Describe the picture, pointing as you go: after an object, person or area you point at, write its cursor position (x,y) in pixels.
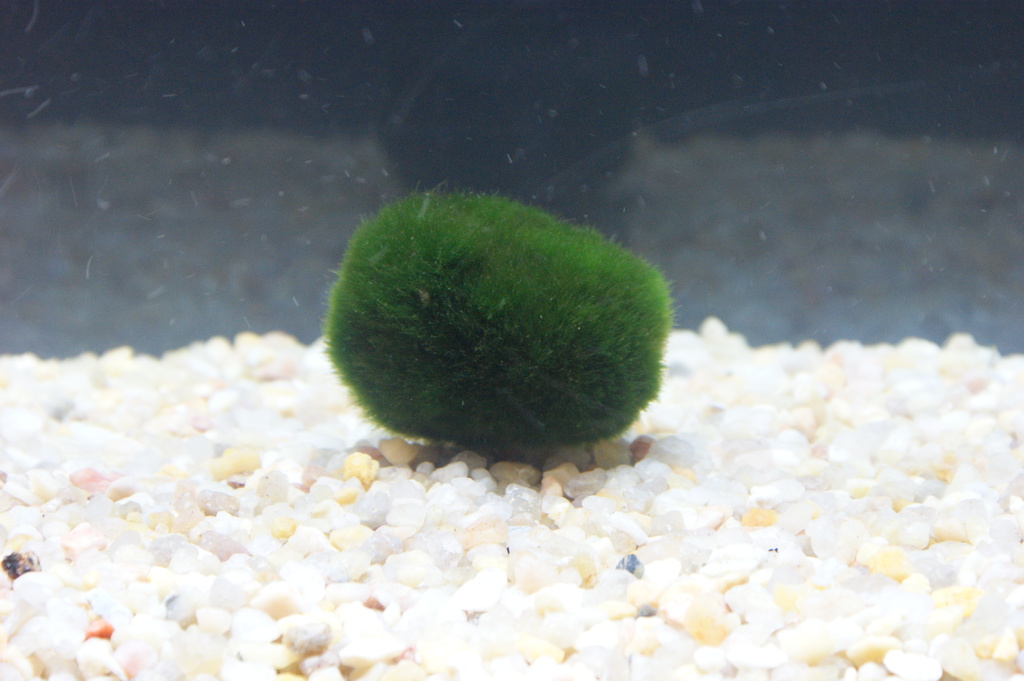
In this picture we can see a green object (403,372) and few stones (412,506).
